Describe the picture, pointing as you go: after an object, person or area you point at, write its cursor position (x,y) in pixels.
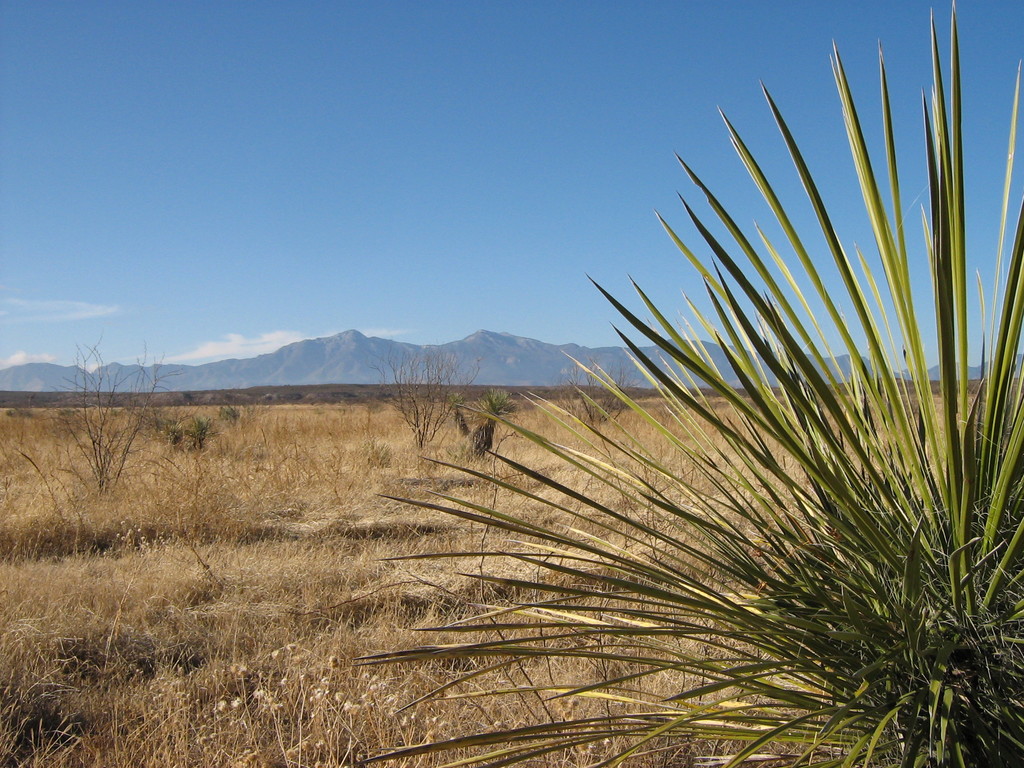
As we can see in the image there is dry grass (342,499), plants (938,669) and in the background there are trees (324,399). On the top (350,117) there is a sky (396,88).
